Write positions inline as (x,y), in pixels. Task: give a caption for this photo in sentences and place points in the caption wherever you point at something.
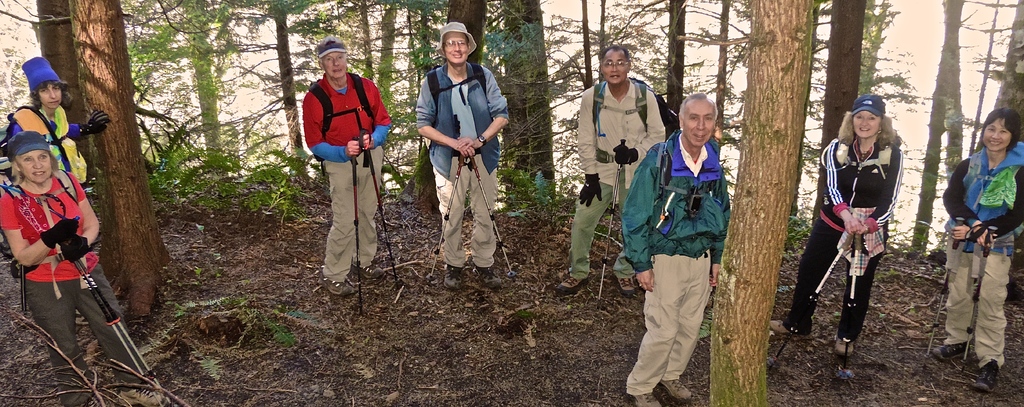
In this image I can see there are many people (955,270) standing on the ground (388,280) and there are many trees (782,107) around.
